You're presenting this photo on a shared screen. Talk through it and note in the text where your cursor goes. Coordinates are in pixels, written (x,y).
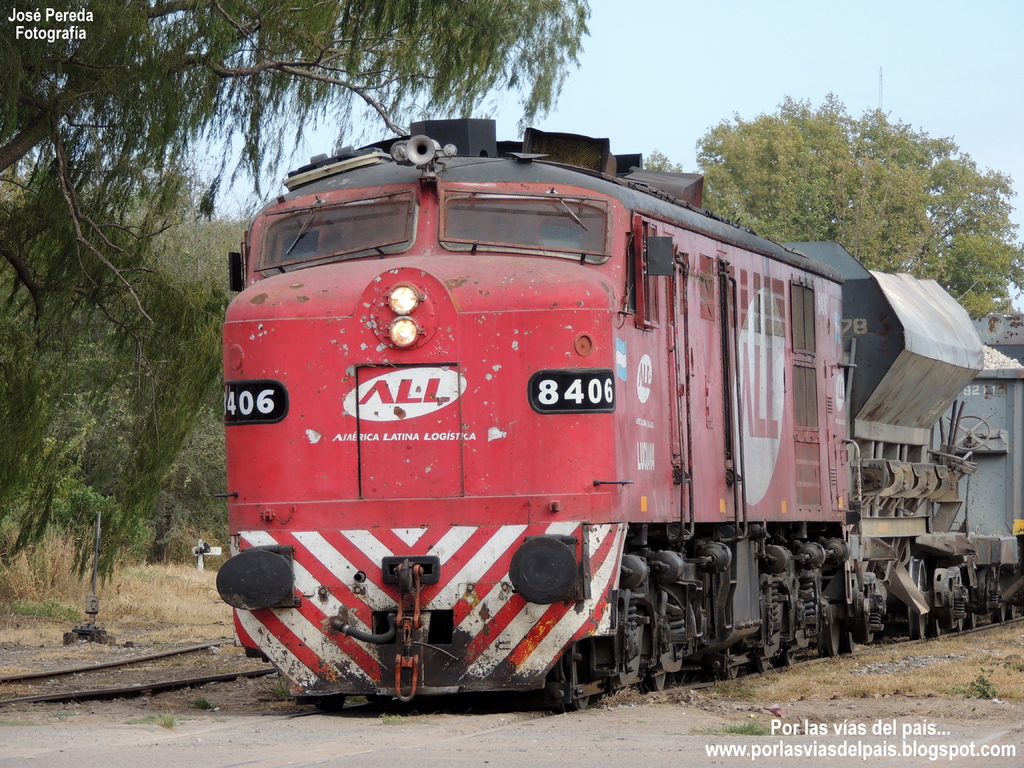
In the center of the image (523,381) we can see one train (570,444), which is in red color. And we can see something written on the train (437,365). In the bottom right side of the image (821,723), we can see some text (783,748). In the background (611,118), we can see the sky (681,56), clouds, trees (831,138), grass (176,595), one pole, railway track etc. On the top left side of the image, we can see some text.
